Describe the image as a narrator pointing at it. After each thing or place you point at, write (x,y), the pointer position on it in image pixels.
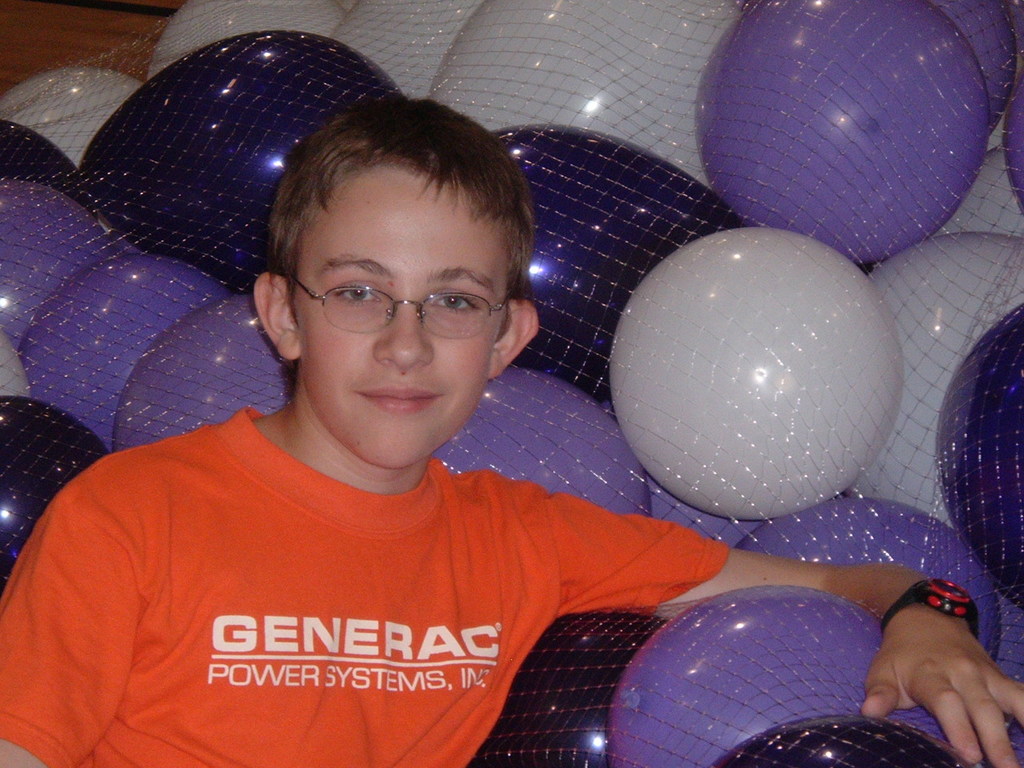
In this image I can see the person (204,596) wearing the orange color t-shirt (339,498) and the specs (477,324). To the side there are many balloons (646,295) inside the net (681,356). These balloons (671,357) are in white and purple color. In the background (55,26) I can see the brown color surface (55,25).
